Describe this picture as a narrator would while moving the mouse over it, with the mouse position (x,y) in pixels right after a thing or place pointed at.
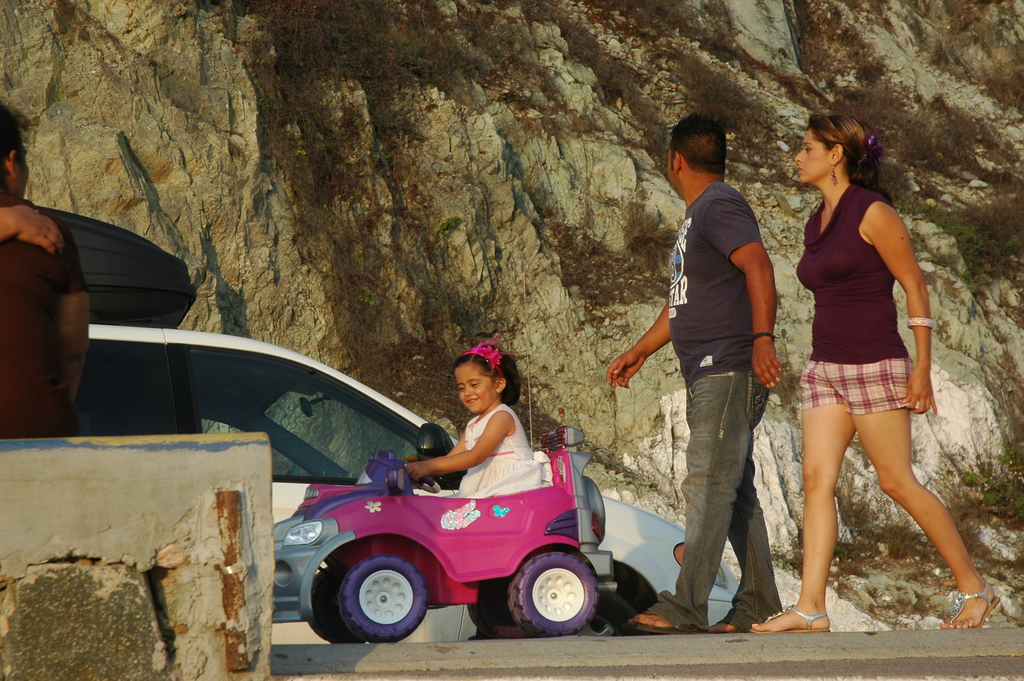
There are two members (731,398) walking on a road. One is woman (824,353) and other one is a man (736,228). In Front of them there is a girl (473,451) driving a toy car (452,541). In the background (359,419) we can observe a car (279,431) moving and a hill (408,148) here. In the left side (22,350) there is another man (27,304) sitting on a wall (134,500).
